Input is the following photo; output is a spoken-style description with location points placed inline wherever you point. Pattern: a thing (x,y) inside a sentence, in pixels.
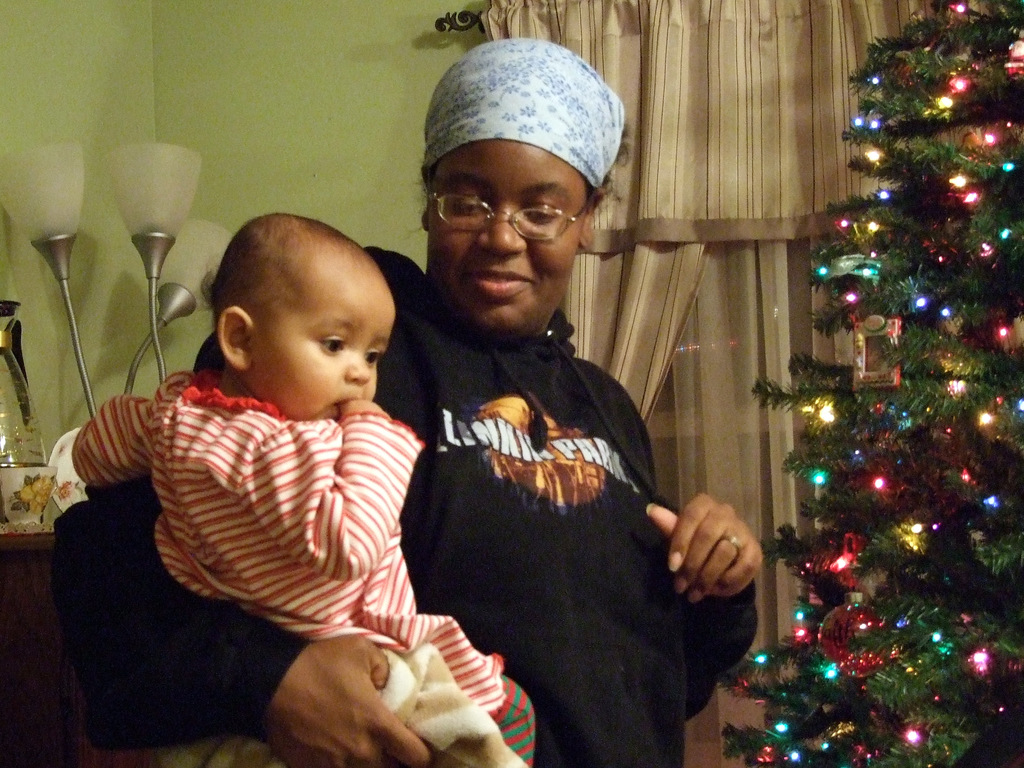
In the middle of this image (543,411), there is a woman (576,474) smiling and holding a baby (308,394). On the right side (812,581), there is a Christmas tree (911,509) having decorated with lights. In the background (646,182), there are lights (168,204), a cup (35,490), a jug (3,429), a curtain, a wall (58,408) and other objects (48,521).
